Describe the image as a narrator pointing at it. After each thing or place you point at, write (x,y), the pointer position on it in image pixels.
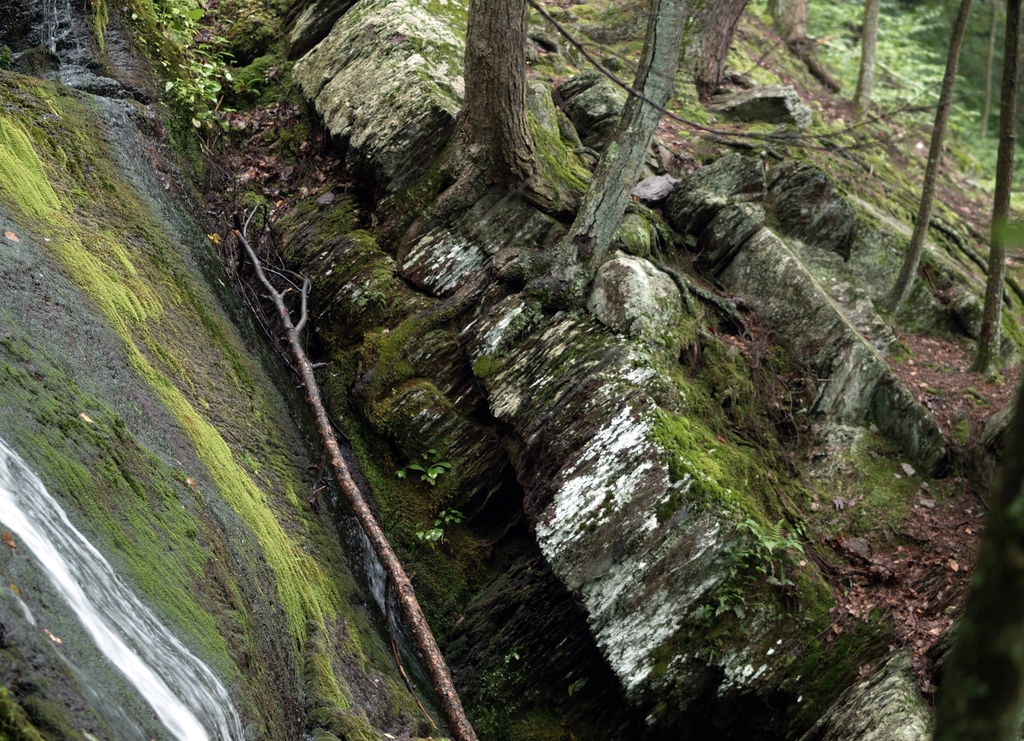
In the picture I can see the rocks (564,328). I can see the trunk (481,22) of trees (496,9) at the top of the picture (703,76).
